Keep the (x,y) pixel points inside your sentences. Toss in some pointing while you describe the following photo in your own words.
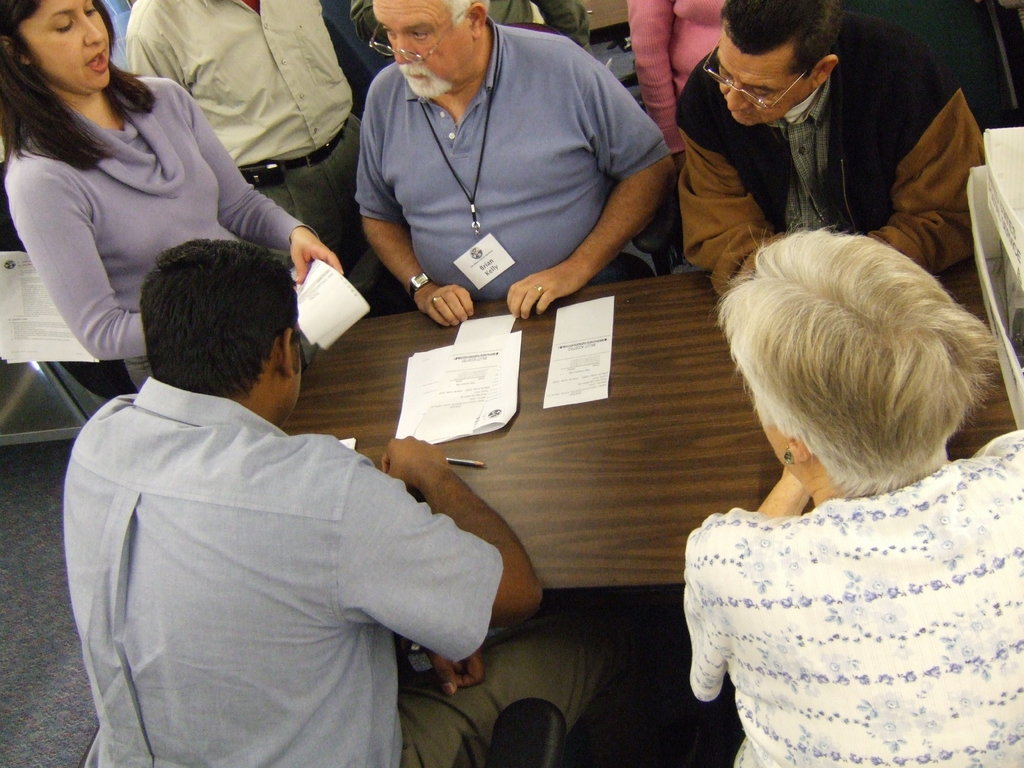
Few people (823,385) sitting and few people (248,163) are standing and this woman (301,228) holding papers (309,291). We can see papers (491,424) and pencil (479,461) on the table (624,486).
